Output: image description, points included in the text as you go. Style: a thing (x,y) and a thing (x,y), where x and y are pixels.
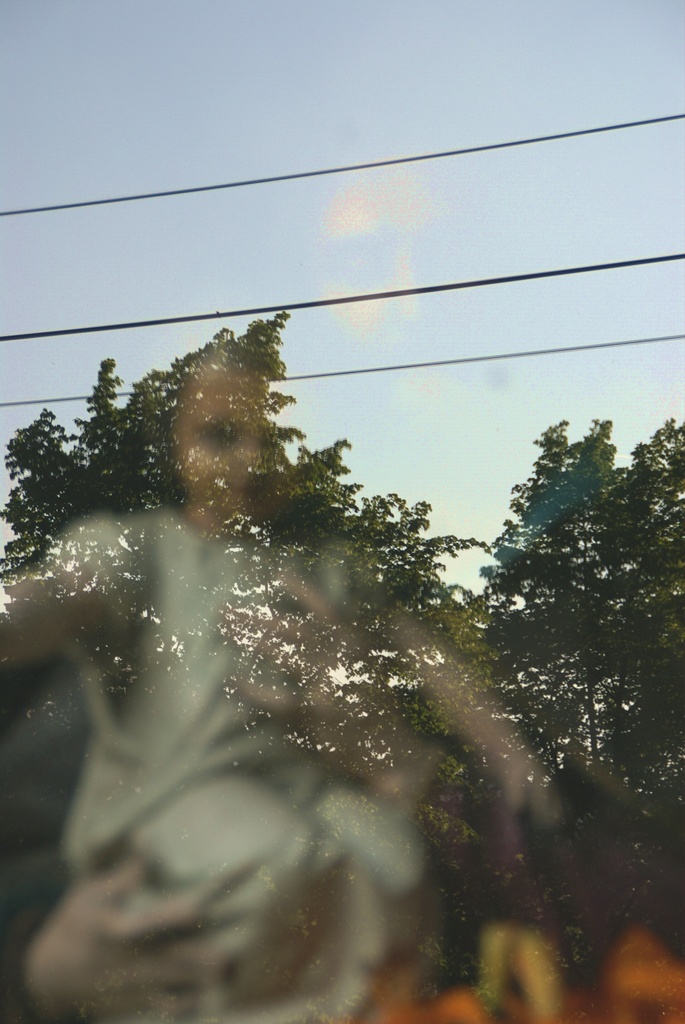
In the picture we can see a glass (442,944) on it, we can see an image reflection (411,957) of a person (97,787) holding a baby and outside of the glass (535,966) we can see trees (435,966), wires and sky (394,385) with clouds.
